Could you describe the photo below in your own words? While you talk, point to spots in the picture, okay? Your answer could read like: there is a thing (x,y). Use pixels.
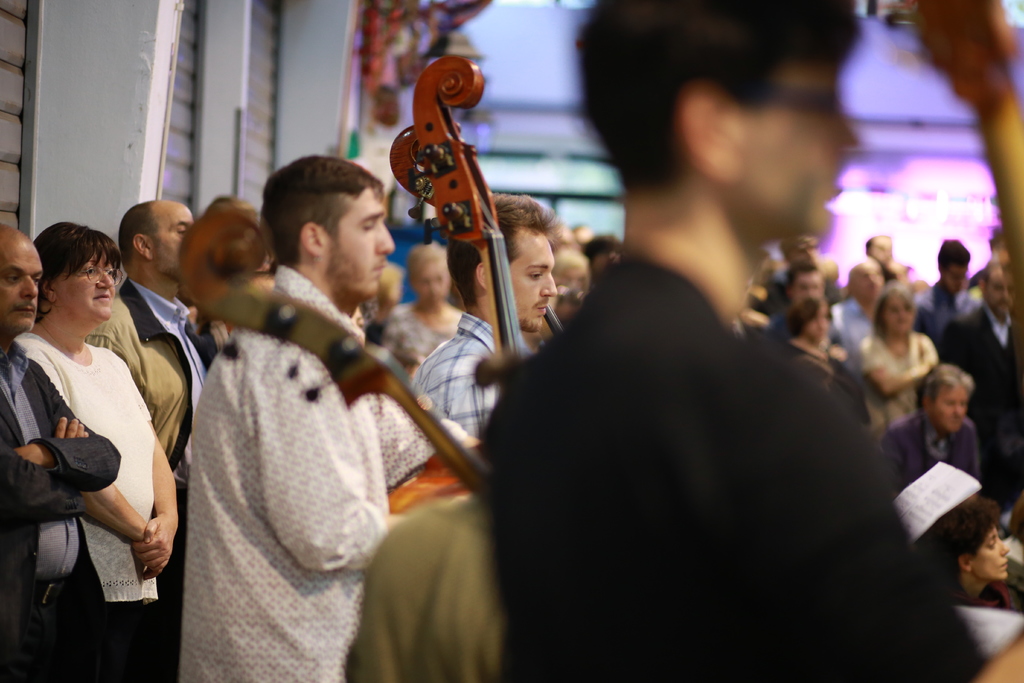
This is the picture where we have some group of people (417,297) standing and two people (511,235) holding some musical instruments (338,367).
